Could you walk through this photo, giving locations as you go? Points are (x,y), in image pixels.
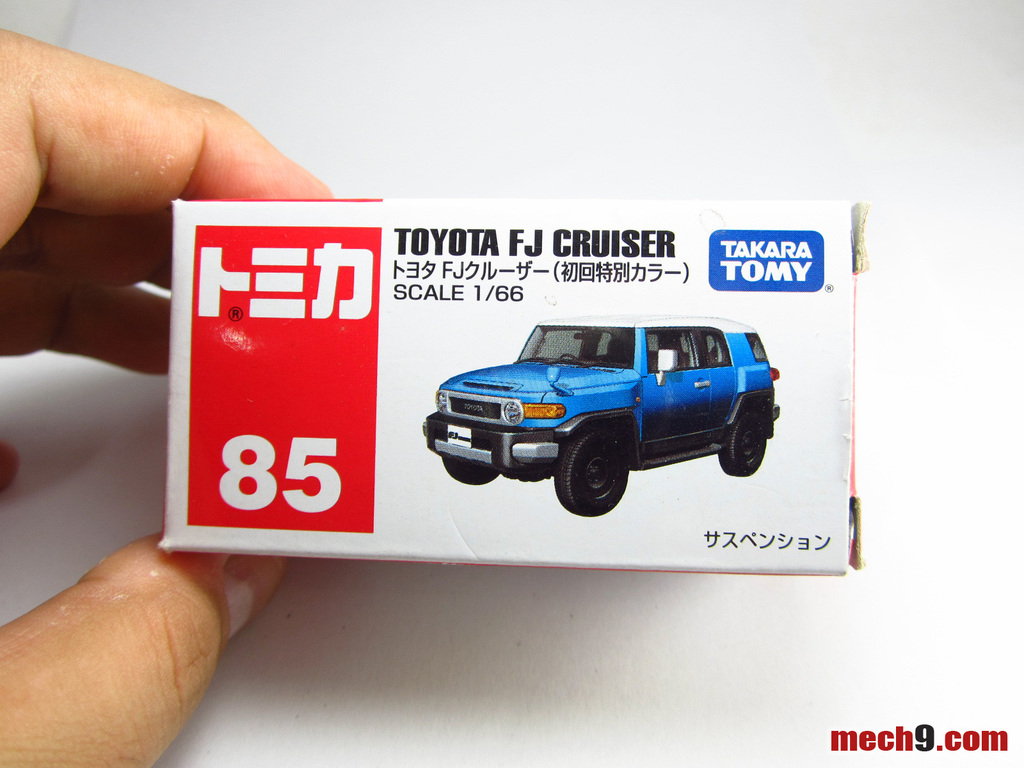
In this image, on the left side (164,138), we can see fingers (316,187) of a person (309,174) holding a box (680,404). In that box (718,424), we can see a vehicle (701,438). In the background (716,707), we can see white color.
